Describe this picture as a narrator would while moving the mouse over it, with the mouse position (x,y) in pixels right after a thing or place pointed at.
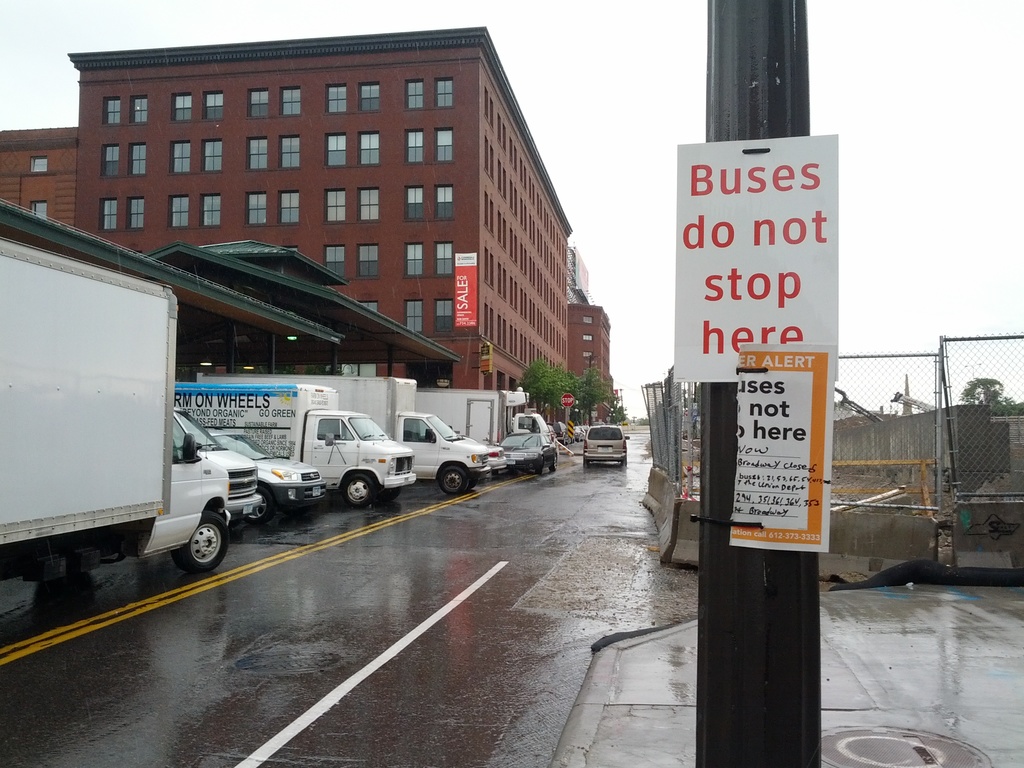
In this image, we can see a few vehicles (377,496). We can also see the ground (450,659). There are a few buildings (583,363). We can also see the fence (868,422). We can see a pole (787,10) with some posters (828,360) on it. We can also see the sky (608,85). There are a few trees (561,387).
